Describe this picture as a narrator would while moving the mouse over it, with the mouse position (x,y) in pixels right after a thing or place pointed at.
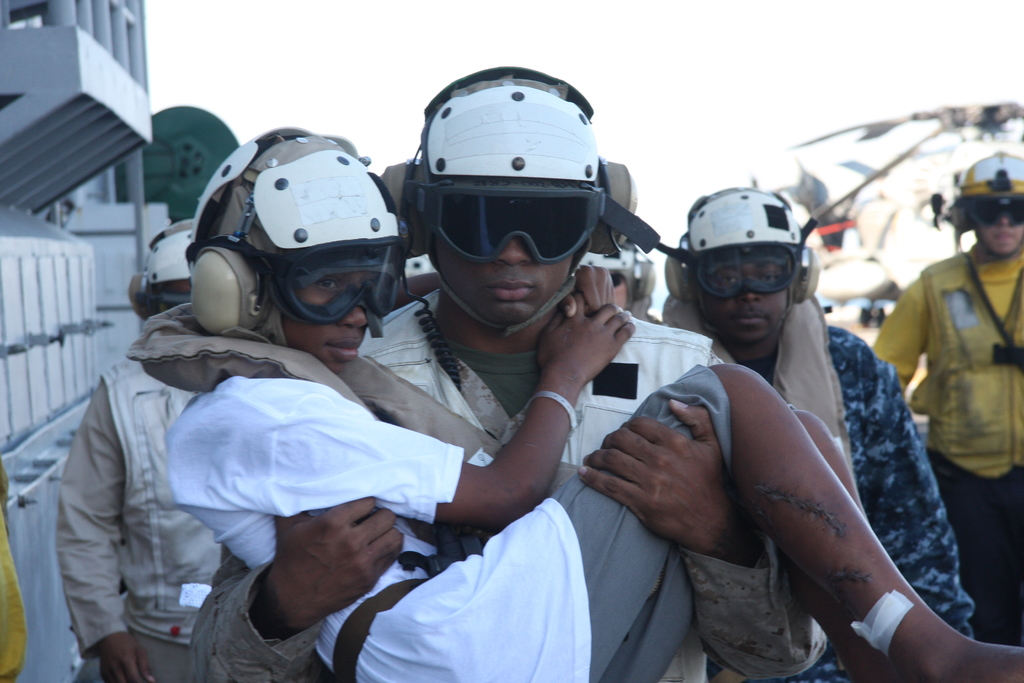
In this picture we can see a group of men (142,421) wore helmets (555,133), goggles (783,252) where a man (455,344) carrying a boy (368,417) with his hands (600,457) and in the background (129,167) we can see some objects (909,195).
